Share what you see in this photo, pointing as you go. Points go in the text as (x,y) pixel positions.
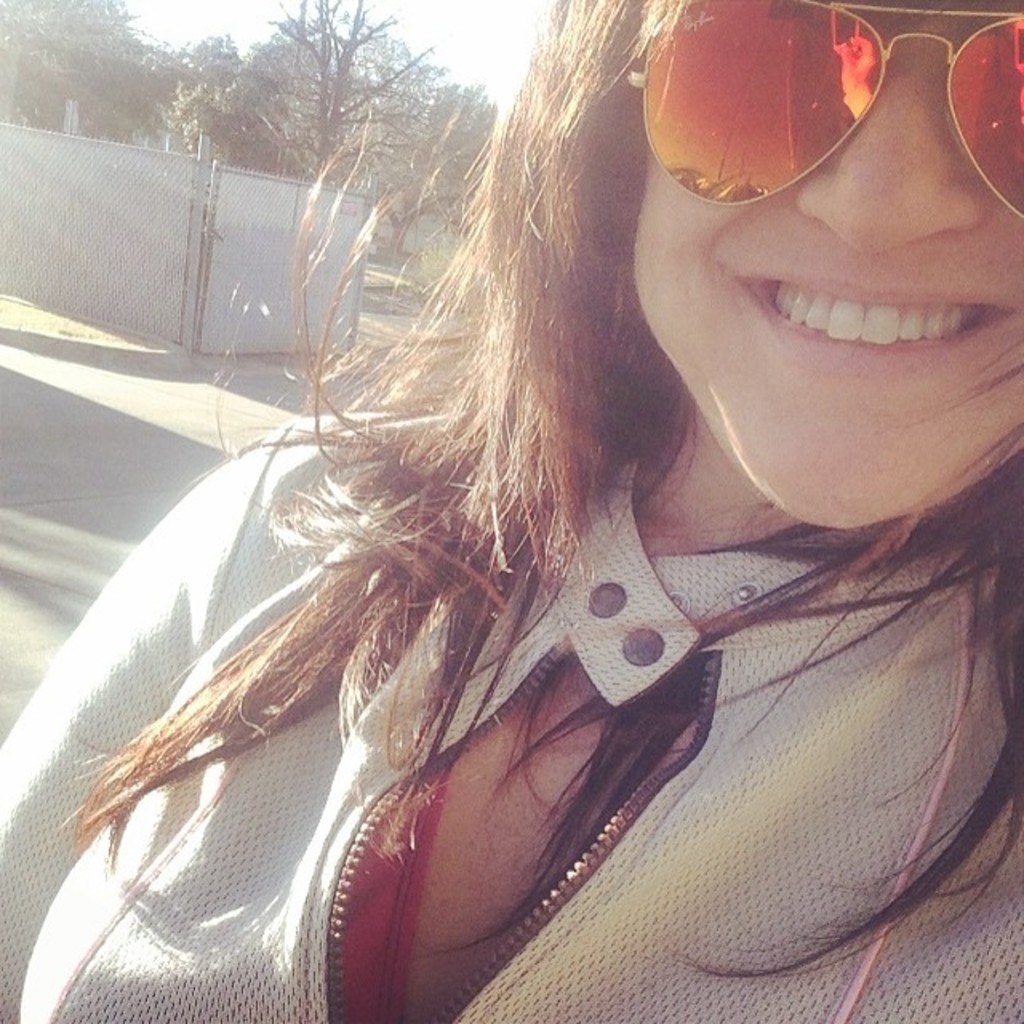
This is the picture of a person (490,617) who is wearing jacket (621,631), spectacles (744,198) and behind there are some trees (277,117) and a wall (188,228).
